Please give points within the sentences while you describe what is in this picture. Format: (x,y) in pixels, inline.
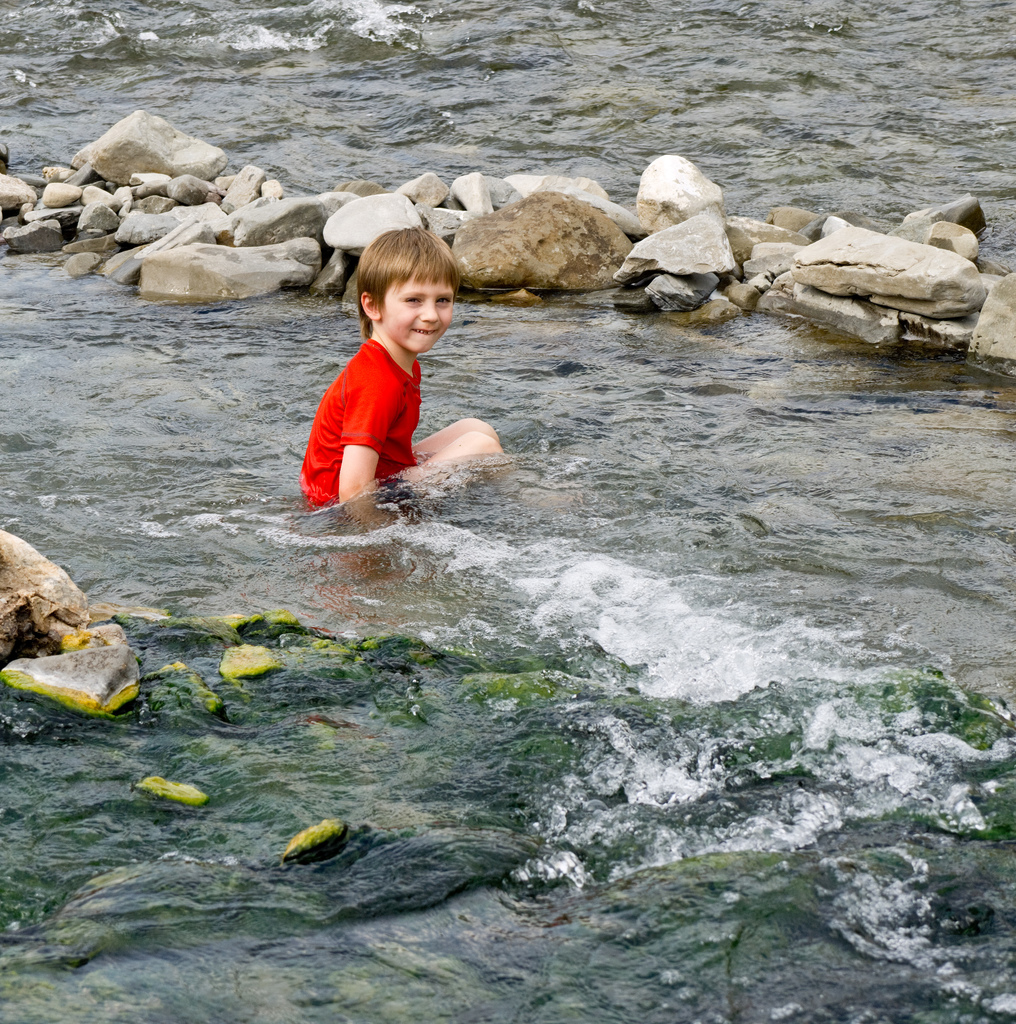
In the center of the picture (389,345) there is a kid (360,389) in water (508,422). At the top (537,212) there are stones (355,245). On the left (67,620) there are stones (22,581). In this picture there is water (98,490) flowing.
